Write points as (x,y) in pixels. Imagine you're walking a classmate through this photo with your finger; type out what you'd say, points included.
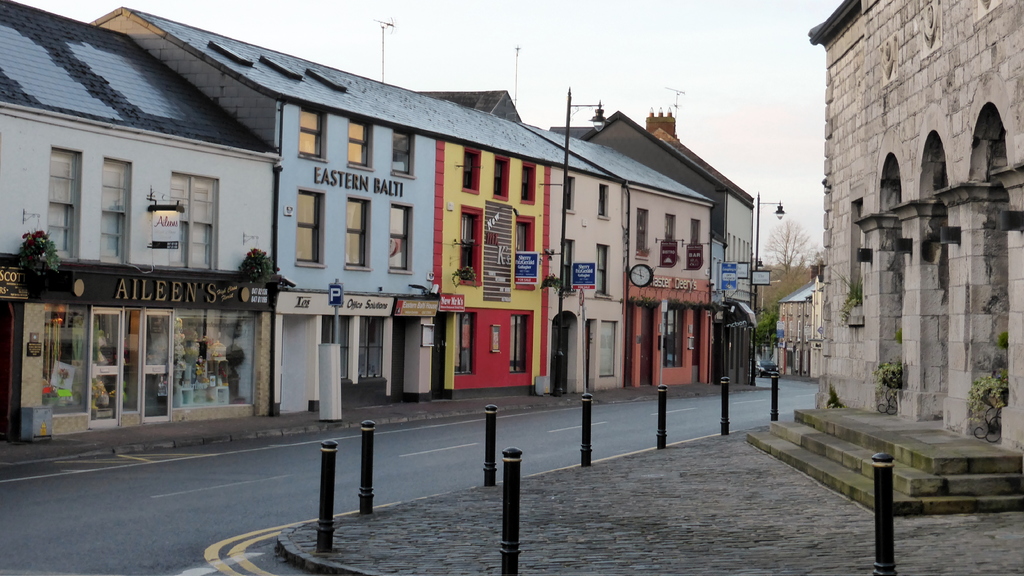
In the picture we can see a few houses (543,258) adjacent to each other and we can see a shop (44,377) with glasses (59,352) and glass doors (115,362) and name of the shop (145,382) is AILEEN'S and near to it, we can see the road (771,420) and opposite side, we can see a path (978,516) to a part (907,409) of the building (960,315) and in the background (799,287) we can see some tree (783,271) and a pole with lamp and in the background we can see the sky (322,54).
